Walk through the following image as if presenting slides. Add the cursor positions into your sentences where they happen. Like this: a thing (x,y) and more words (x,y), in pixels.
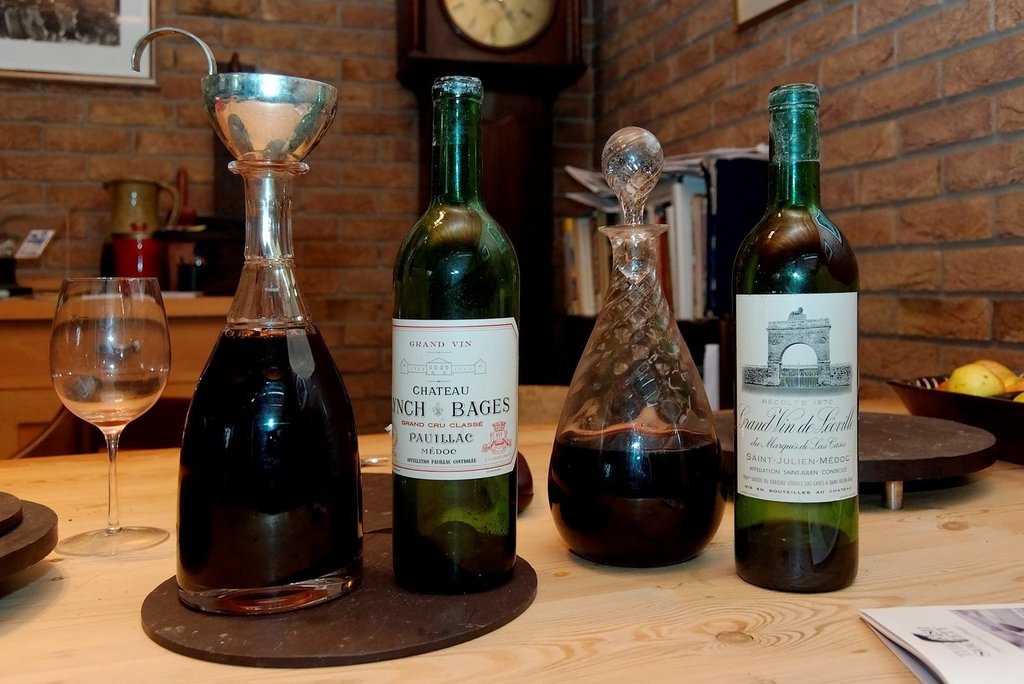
These are the wine bottles (349,579) and a wine glass (113,525) is at the left (76,300) behind it it's a wall clock (423,40) and a brick wall (925,89).
